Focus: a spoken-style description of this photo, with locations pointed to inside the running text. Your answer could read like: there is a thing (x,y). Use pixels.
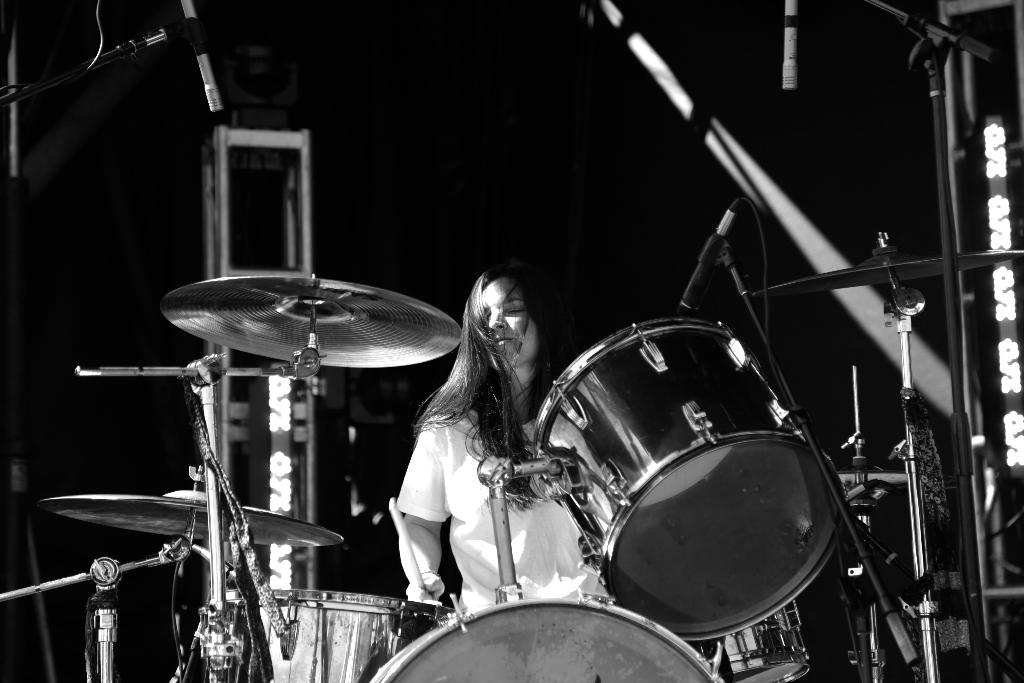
In the center of the image (516,441) we can see a lady (487,538) playing a band (455,617). On the left (315,362) there is a stand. In the center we can see a mic (689,283).
